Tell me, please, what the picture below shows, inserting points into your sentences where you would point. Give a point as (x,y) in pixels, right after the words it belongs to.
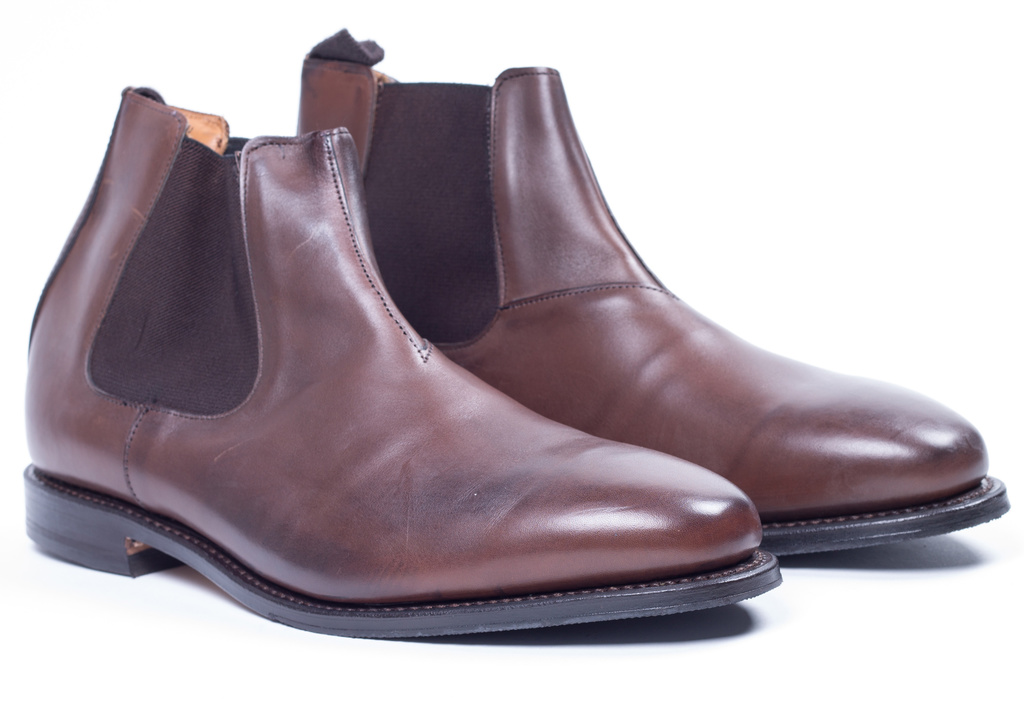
In the middle of this image (346,319), there are two brown color shoes (373,435) on a surface (156,617). And the background (15,196) is white in color.
